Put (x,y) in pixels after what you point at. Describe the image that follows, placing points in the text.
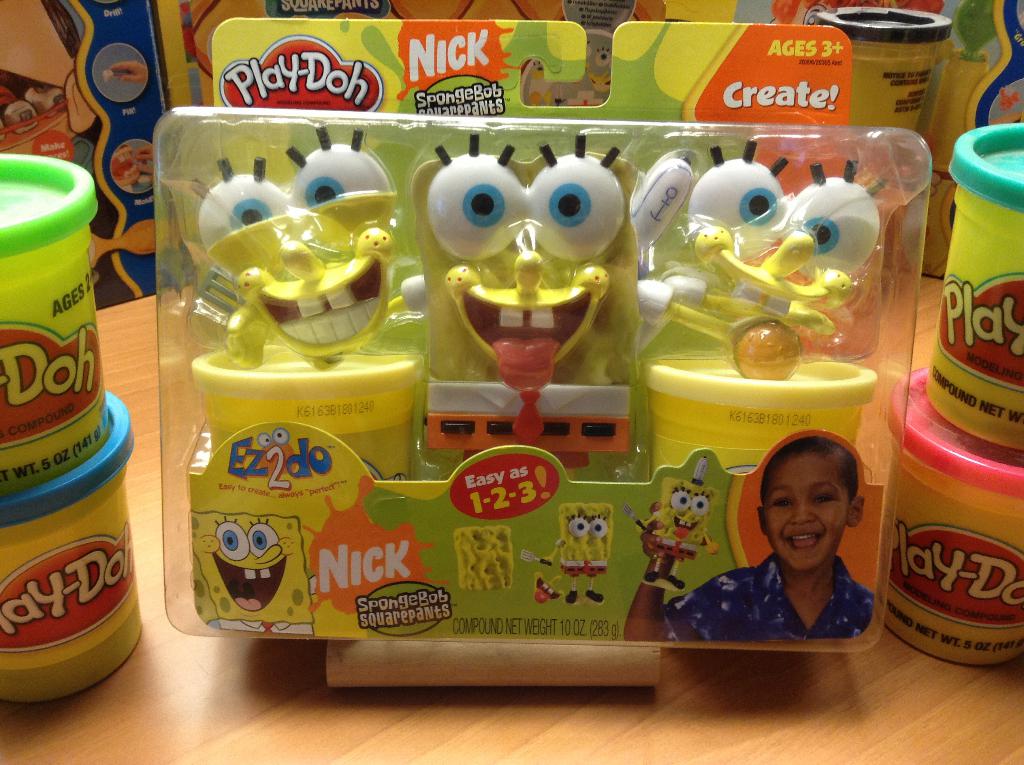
In the center of the image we can see one table (800,672). On the table (336,749), we can see plastic boxes (90,331) and plastic packets (206,399). In the plastic packets (368,585), we can see some toys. And on the plastic packet (382,582), we can see one kid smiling and holding one toy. And we can see some text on the packets (709,289) and boxes (7,375). And we can see a few other objects (18,102).
